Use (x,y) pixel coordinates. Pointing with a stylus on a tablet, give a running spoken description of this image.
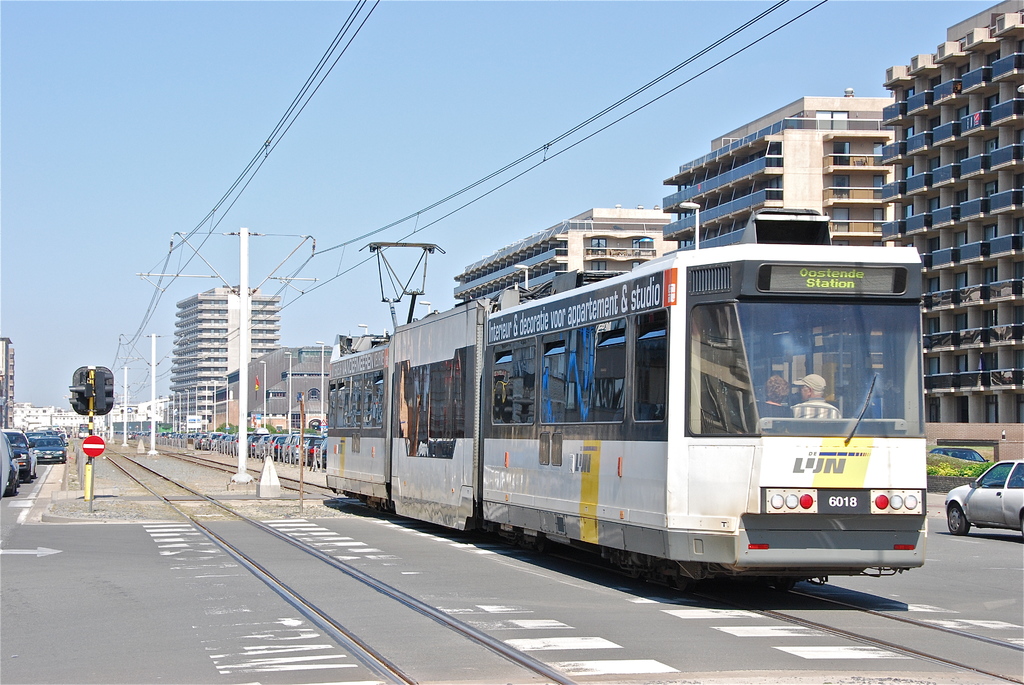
In this picture I can see vehicles (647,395) on the road (876,662), there is a tram (511,501) on the tramway track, there are poles (264,377), lights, cables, there are buildings (1007,351), and in the background (442,99) there is sky (518,34).
